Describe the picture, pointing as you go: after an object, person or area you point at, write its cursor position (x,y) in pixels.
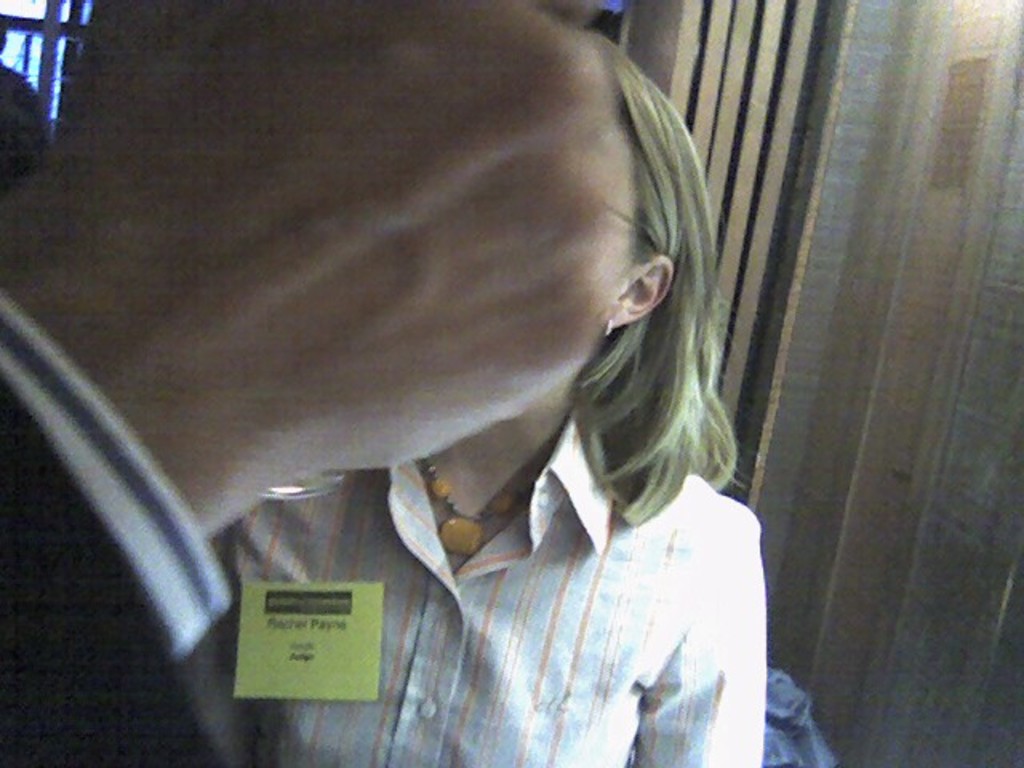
In the given picture, we can see a human (711,430) standing, after that towards the left bottom (140,717), we can see a human arm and at the top left corner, we can see a window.
